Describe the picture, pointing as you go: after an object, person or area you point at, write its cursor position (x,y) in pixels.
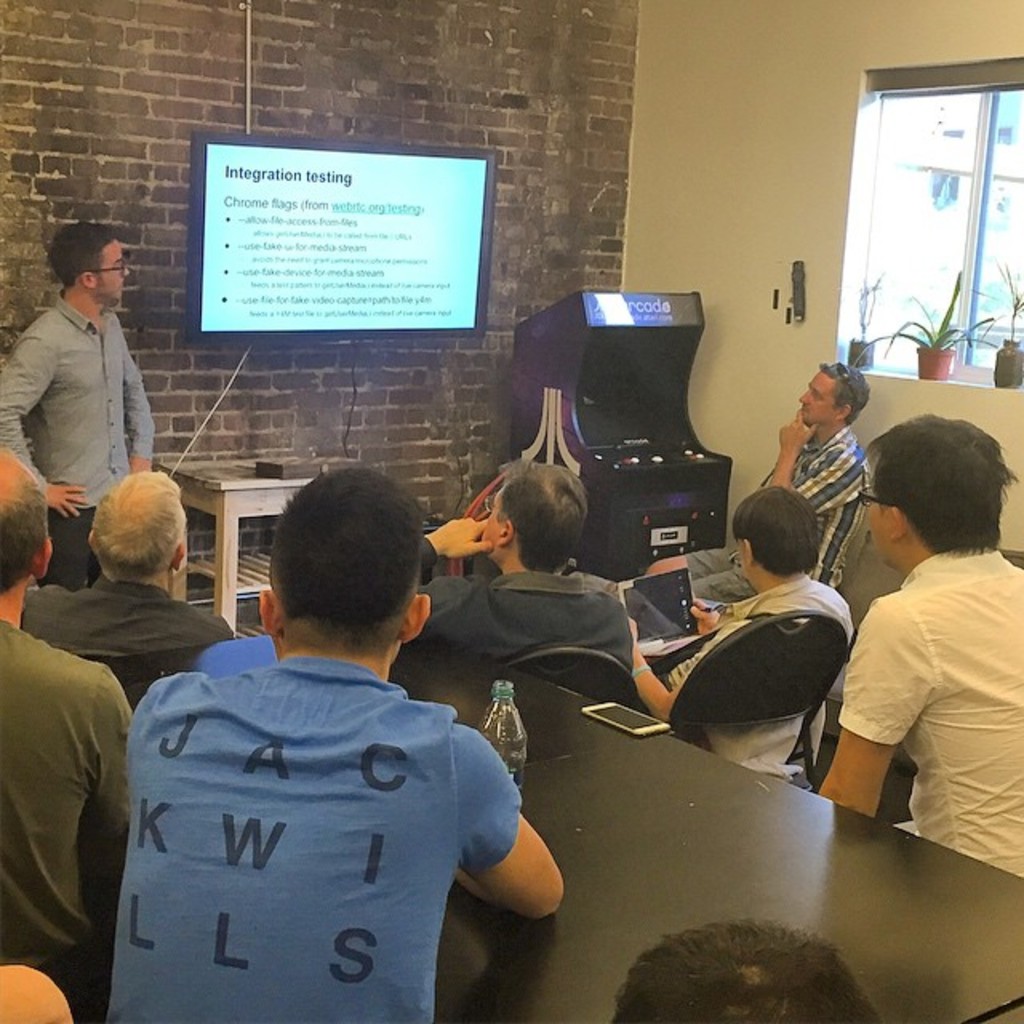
There is a meeting going on, a person (137,398) is standing in front of a wall (327,388) and there is a screen (450,315) fit on the wall (379,372) and in front of the screen (343,268) a group of people (418,622) are sitting and watching the picture (280,222) shown on the screen (387,195), in the right side (962,357) there is a window (962,330) and in front of the window (915,351) there are three small plants (935,350).
